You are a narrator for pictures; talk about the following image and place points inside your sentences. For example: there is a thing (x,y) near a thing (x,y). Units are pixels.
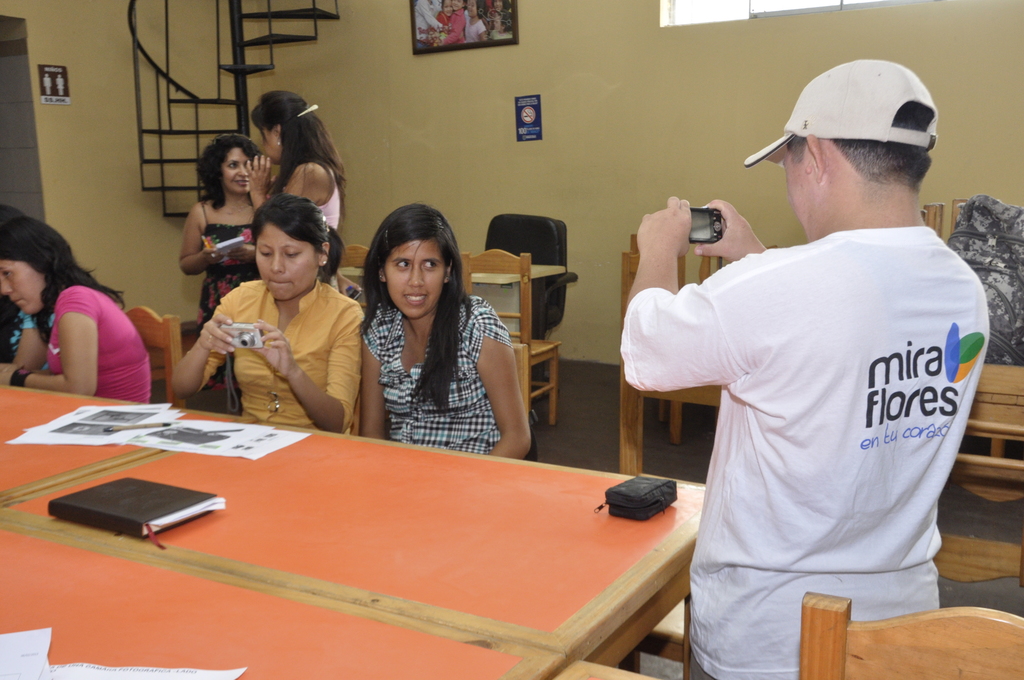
In this image we can see this person (783,476) wearing white t-shirt (839,455) is standing and holding a camera (712,227) in his hands (731,244). This people (460,322) are sitting on the chairs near the table (317,432). We can see papers (149,442), book (179,506) and bag (618,505) on the table (506,510). In the background (236,159) we can see people (267,156) standing, staircase (180,85), photo frame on wall (530,1) and tables (548,273) with chairs (508,238).
